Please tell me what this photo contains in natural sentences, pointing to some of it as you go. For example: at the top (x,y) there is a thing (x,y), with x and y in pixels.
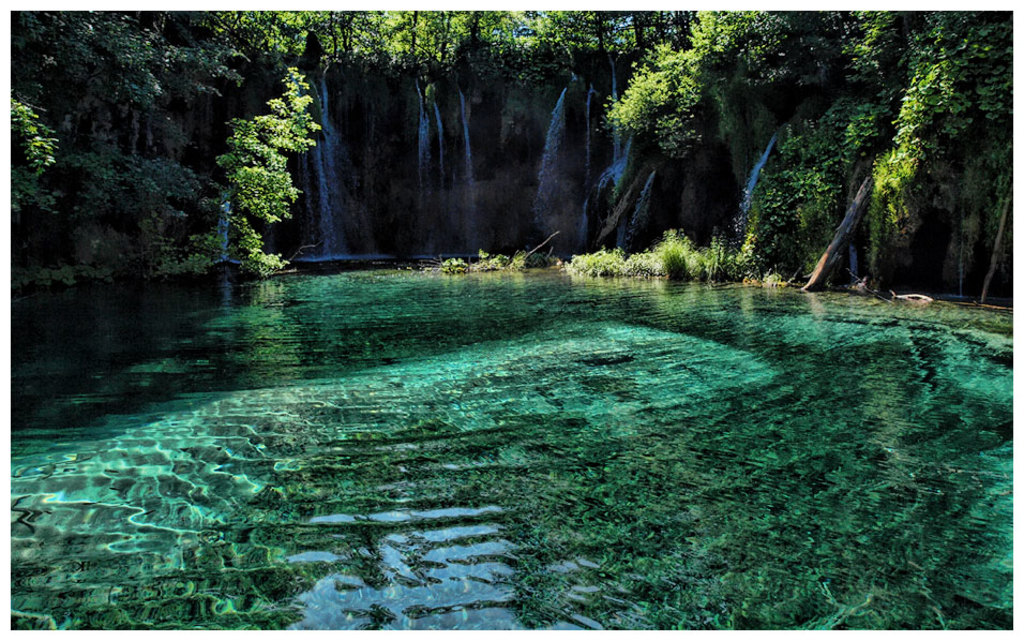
In this image at front (416,433) there is water (473,444). At the background (399,62) there are trees (83,166).
